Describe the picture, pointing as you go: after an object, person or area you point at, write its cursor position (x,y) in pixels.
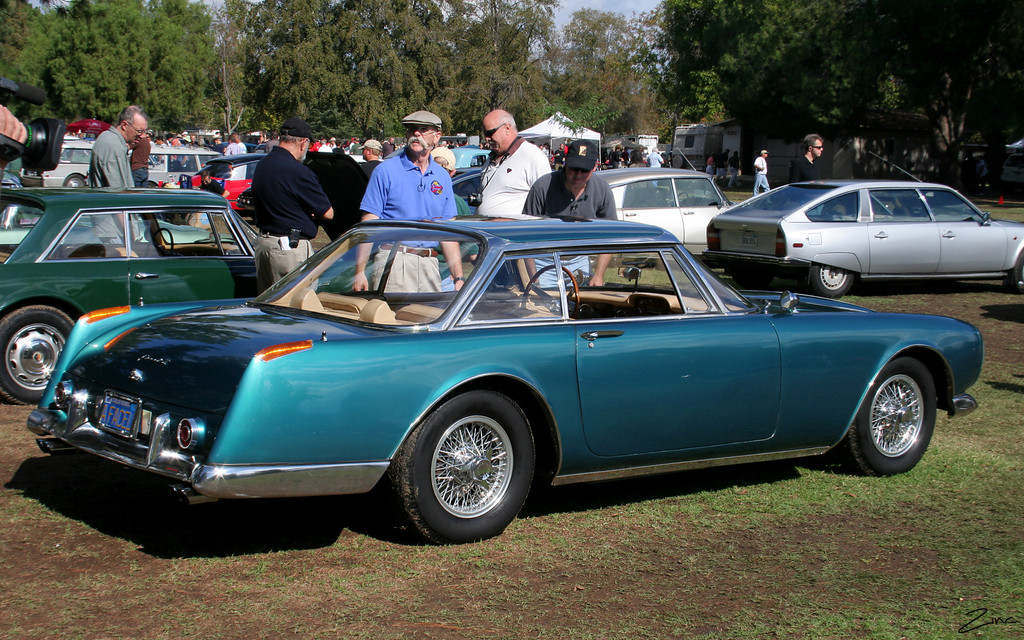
There is a blue color car (310,398), parked on the grass (586,509) on the ground (335,542), near persons (432,149) who are standing on the ground (613,265). In the background (97,289), there are vehicles (92,268) parked, there are persons (140,126), there are trees (677,11) and there is a blue sky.
